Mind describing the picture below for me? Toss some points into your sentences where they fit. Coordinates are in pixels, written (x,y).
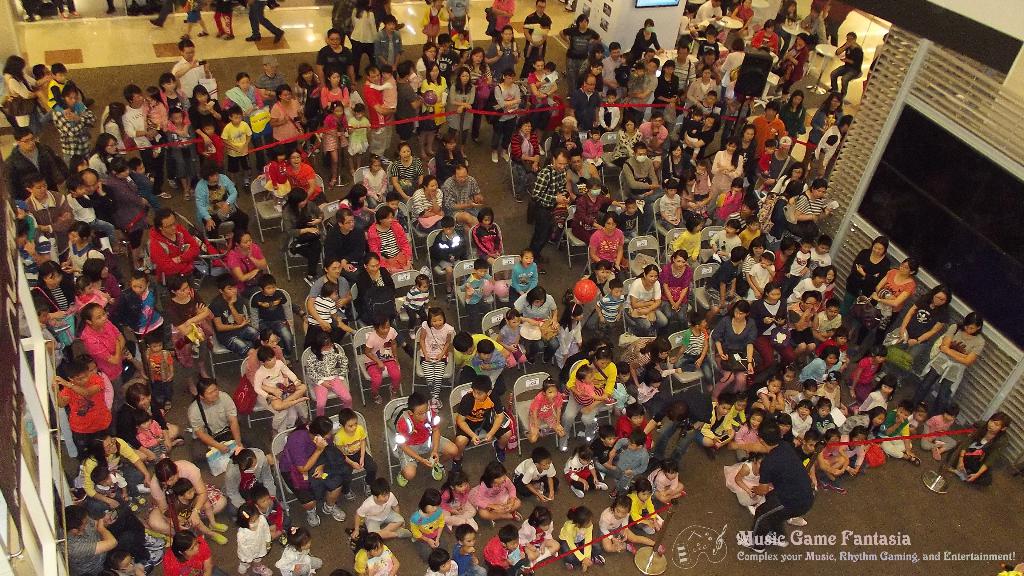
In this picture, I can see a group of people (80,311), Who are sitting in chairs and they are few people (246,145), Who are standing and i can see a light black color mat (896,501) towards left (60,51) at top corner (63,51), We can see a tiles (136,31) and few people (217,20) walking.
